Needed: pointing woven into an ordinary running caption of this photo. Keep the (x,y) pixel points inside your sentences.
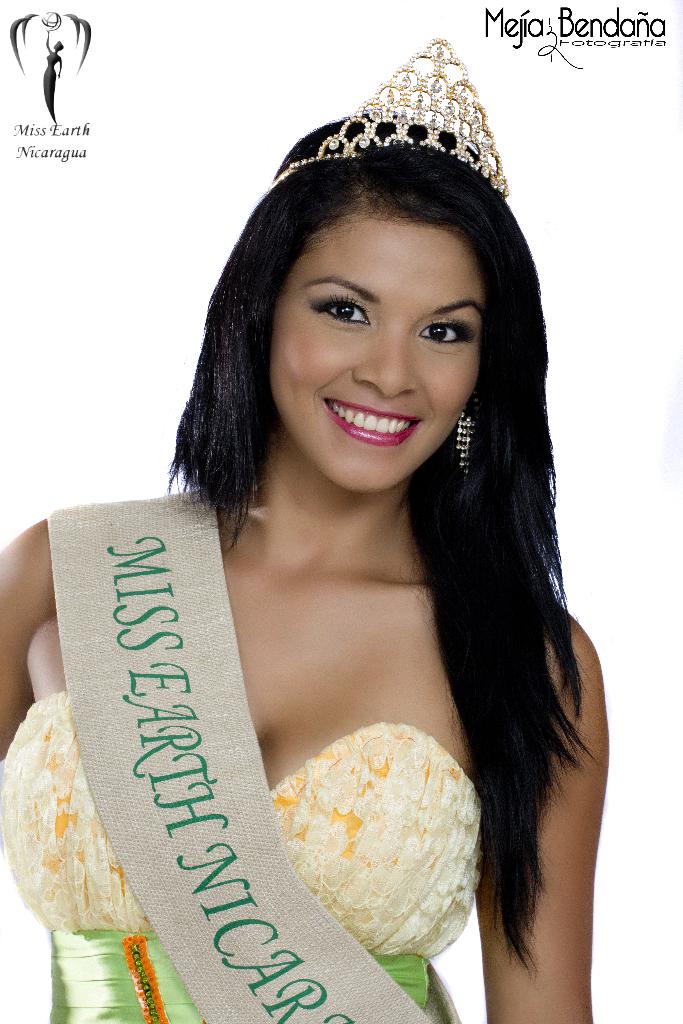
In this picture I can see there is a woman (584,961) standing and she is smiling, she is wearing earrings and she has a sash (182,551) and there is something written on the sash (255,957) and she is wearing a yellow and green dress (90,977). There is a white backdrop (103,295) and there is a logo (24,19) and there is something written on the right top corner (570,11).
